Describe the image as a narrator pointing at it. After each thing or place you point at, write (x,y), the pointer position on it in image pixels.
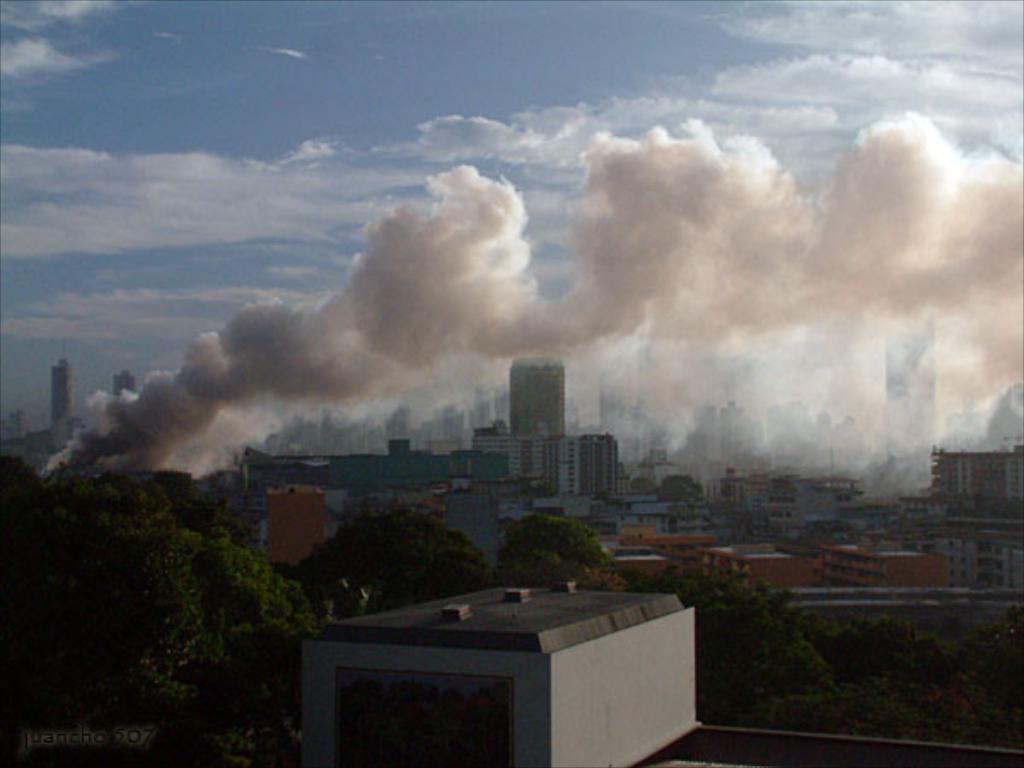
In this image, there are a few buildings (489,531). We can also see some trees (359,591). We can see some smoke (629,259). We can see the sky (347,149) with clouds (378,169).
